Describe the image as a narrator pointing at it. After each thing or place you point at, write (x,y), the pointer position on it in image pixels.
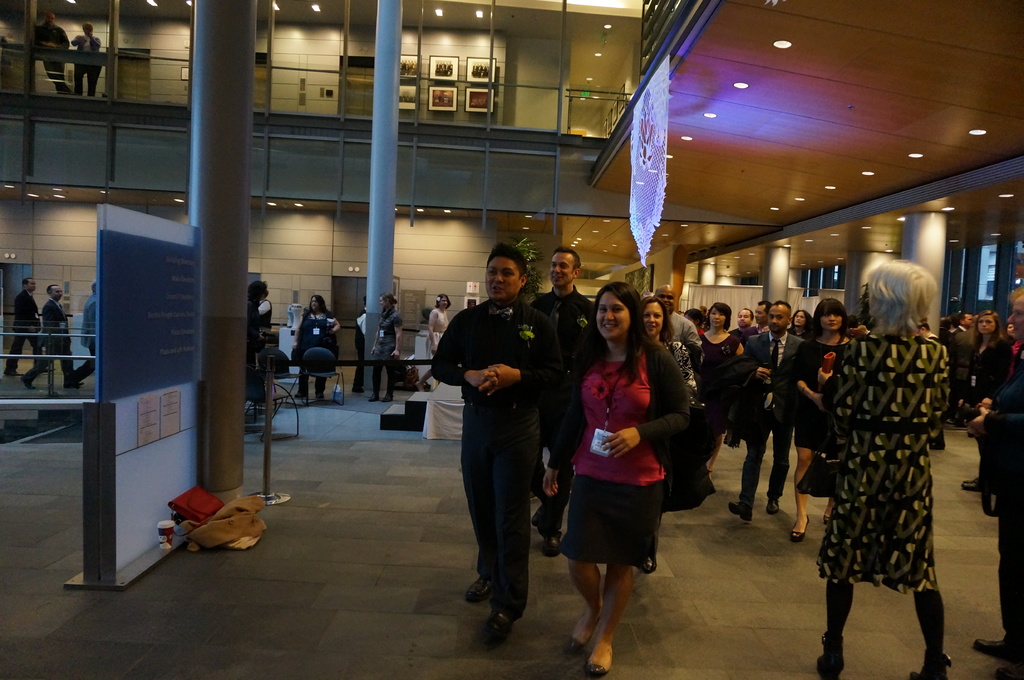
In this image I can see group of people (846,485), some are standing and some are walking. In front (632,521) the person (674,402) is wearing red and black color dress (632,504). In the background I can see few lights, pillars (394,130) and I can see few frames (471,64) attached to the wall (316,47).
